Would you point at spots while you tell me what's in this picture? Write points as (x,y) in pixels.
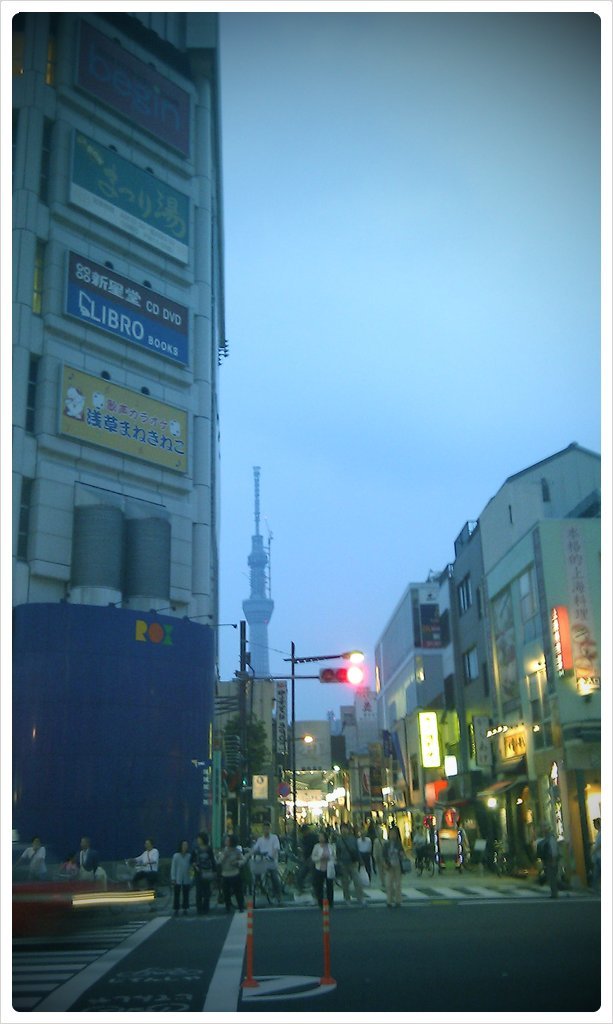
In this picture we can see few buildings (18,523) and group of people (354,881), in the background (281,699) we can find few poles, traffic lights (355,671), hoardings (427,742) and lights (324,807).
